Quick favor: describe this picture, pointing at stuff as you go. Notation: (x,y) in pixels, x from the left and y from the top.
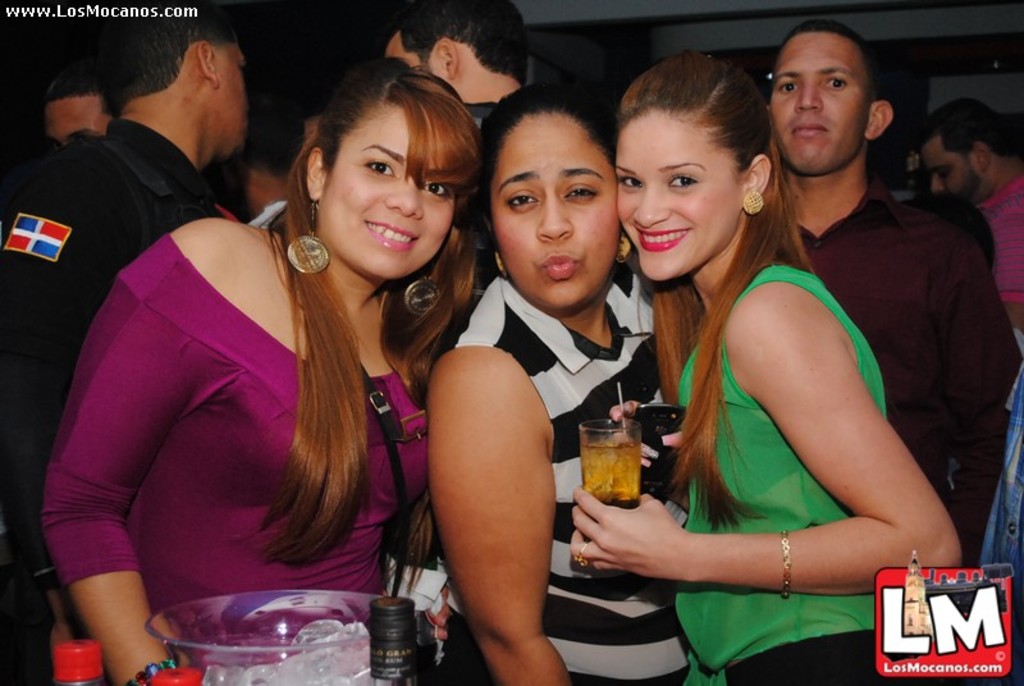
In this image I can see three women (546,377) standing, smiling and giving pose for the picture. The woman (690,325) who is on the right side (698,466) is holding a glass (589,489) in the hand (621,523). At the bottom (252,678) there are few bottles (383,674) and a glass object (235,621). In the background (955,317), I can see some more people (891,202) standing. In the bottom right-hand corner (951,645) there is a logo (930,644).
